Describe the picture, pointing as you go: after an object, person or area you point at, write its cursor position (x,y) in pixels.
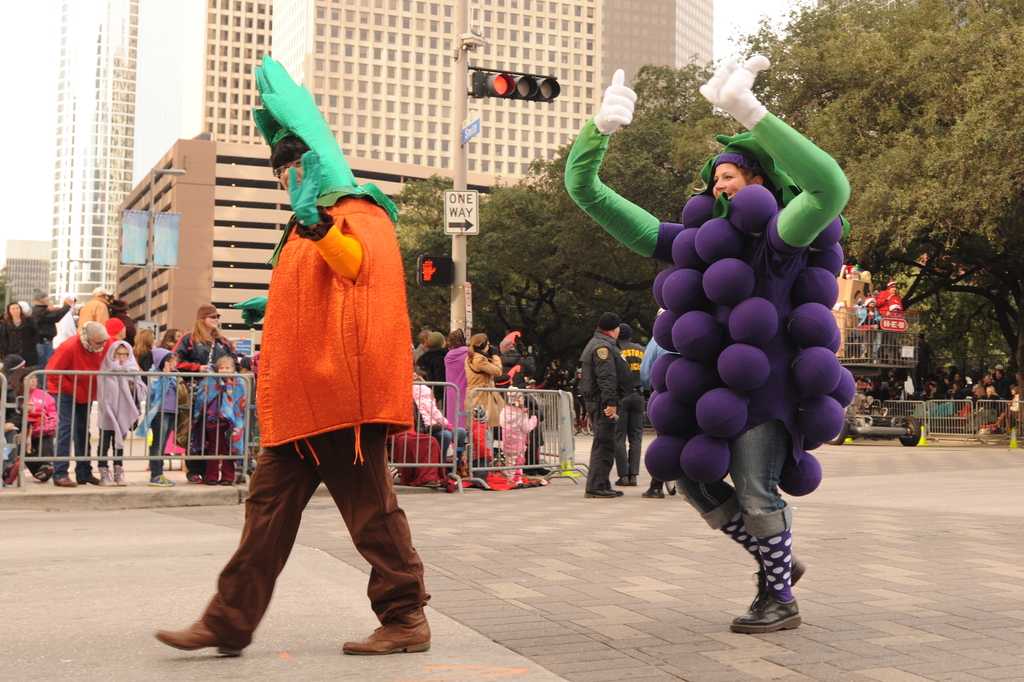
This picture is clicked in the city. In this picture, we see two people (346,303) who are wearing the costumes (361,346) are walking on the road (432,523). These costumes (363,237) are in green, orange and purple color. In the middle (445,445), we see the road railing (245,387) and people (169,404) are standing beside the railing (435,383). Beside them, we see a pole (464,185) and a traffic signal (482,89). Beside that, we see the two men (598,377) in the uniform (604,397) are standing. On the right side (917,387), we see the road railing (979,417) and people (1004,425) are sitting. Beside that, we see the road stoppers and a vehicle (902,350). There are trees (910,103) and buildings (65,142) in the background (882,78).
